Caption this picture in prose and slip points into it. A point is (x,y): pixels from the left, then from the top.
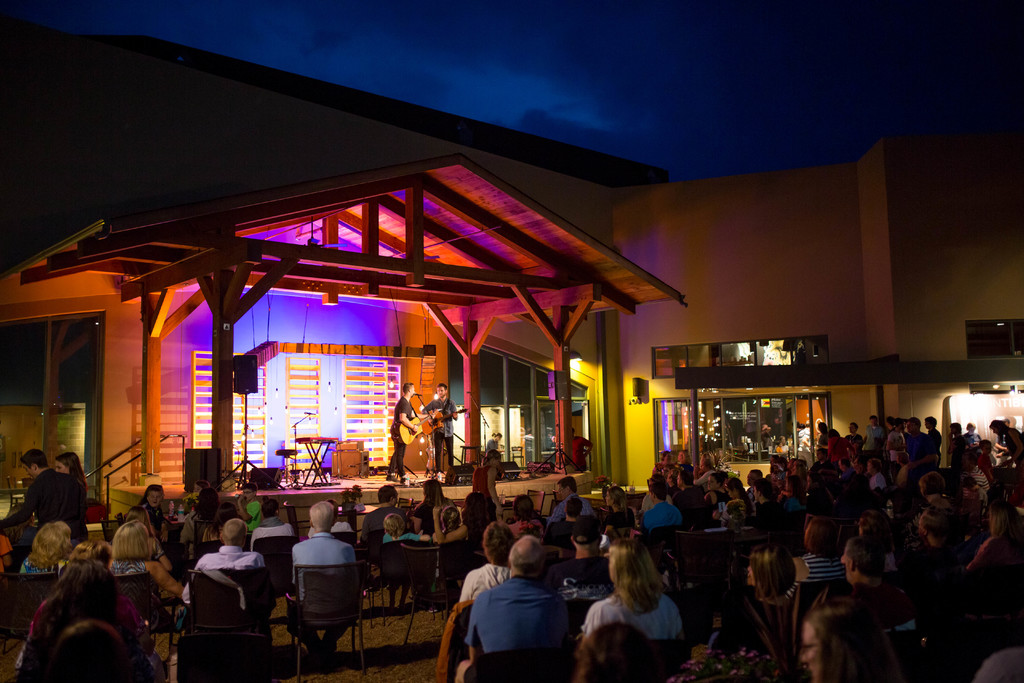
There is a crowd (272,523) sitting on the chairs (194,583) at the bottom of this image (579,576). There are two persons (402,409) standing and holding a guitars (438,415) on the stage (358,386) as we can see in the middle of this image (410,415). There is a building (864,322) in the background (585,340). There is a sky (633,125) at the top of this image (665,70).
